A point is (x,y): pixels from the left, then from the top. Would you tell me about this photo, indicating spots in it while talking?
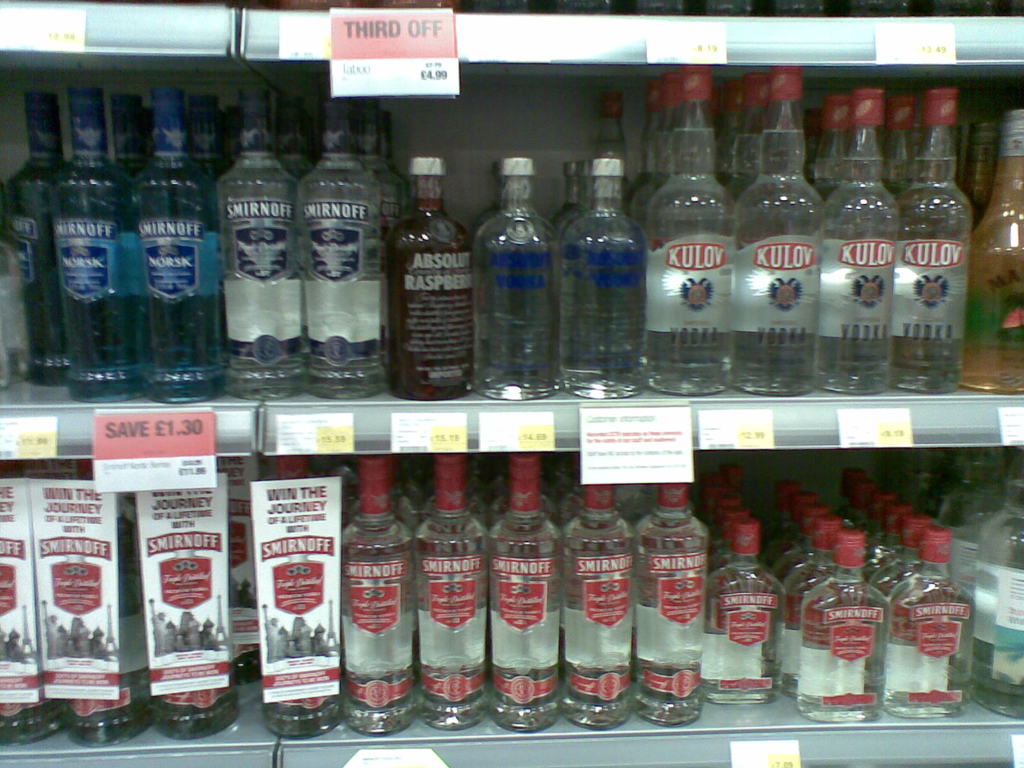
In the picture we can see a vodka bottles (597,597) in the rack (776,413) and in that racks (20,755) we can see the same vodka bottles (439,544) with different brands, In the first rack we can find blue colored bottles (34,99) and in the second rack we can find a red colored bottles (652,598).
